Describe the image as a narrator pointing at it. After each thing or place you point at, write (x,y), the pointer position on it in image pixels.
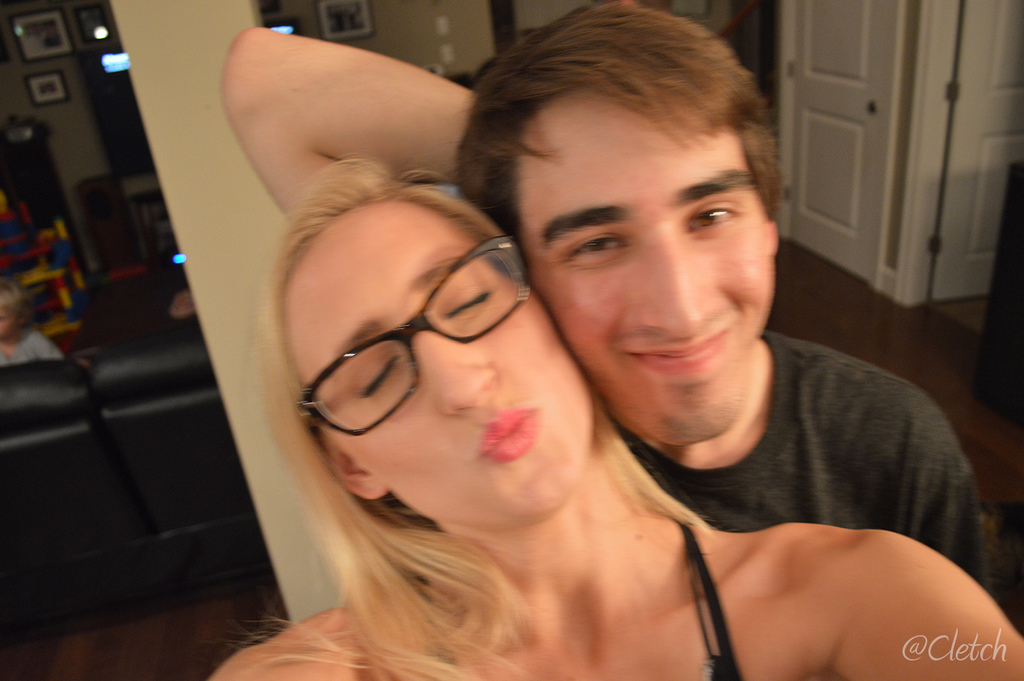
In this picture we can see two people (543,554) and in the background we can see a child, doors (1005,164), photo frames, wall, sofa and some objects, in the bottom right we can see some text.
